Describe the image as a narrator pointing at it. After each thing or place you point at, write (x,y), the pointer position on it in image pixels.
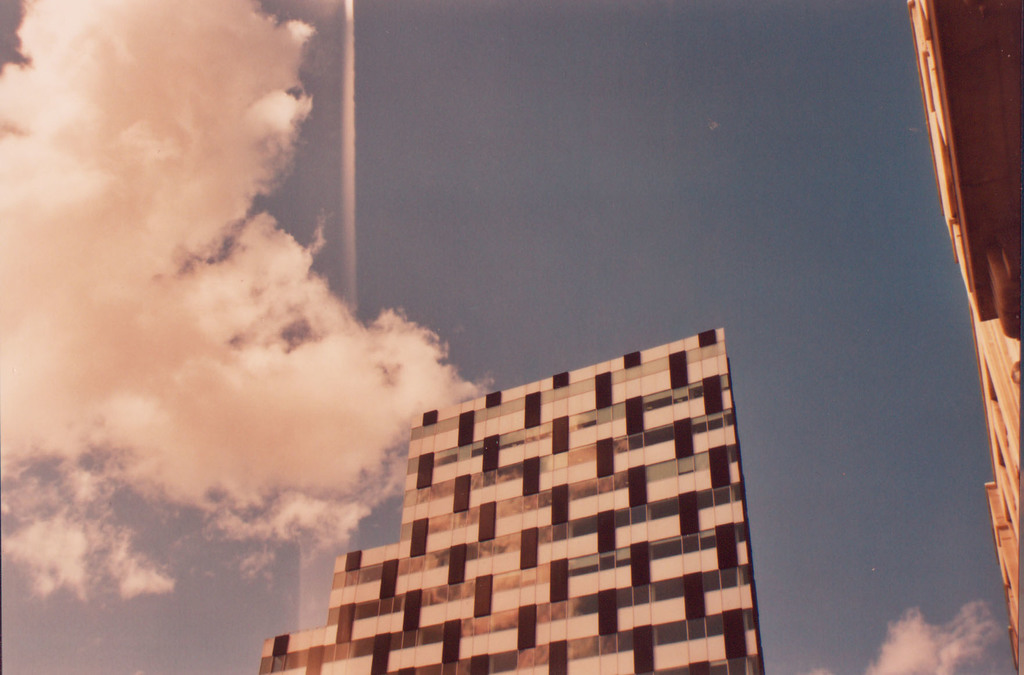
In this picture, we can see buildings (684,570), and the sky (453,365) with clouds (268,339).
